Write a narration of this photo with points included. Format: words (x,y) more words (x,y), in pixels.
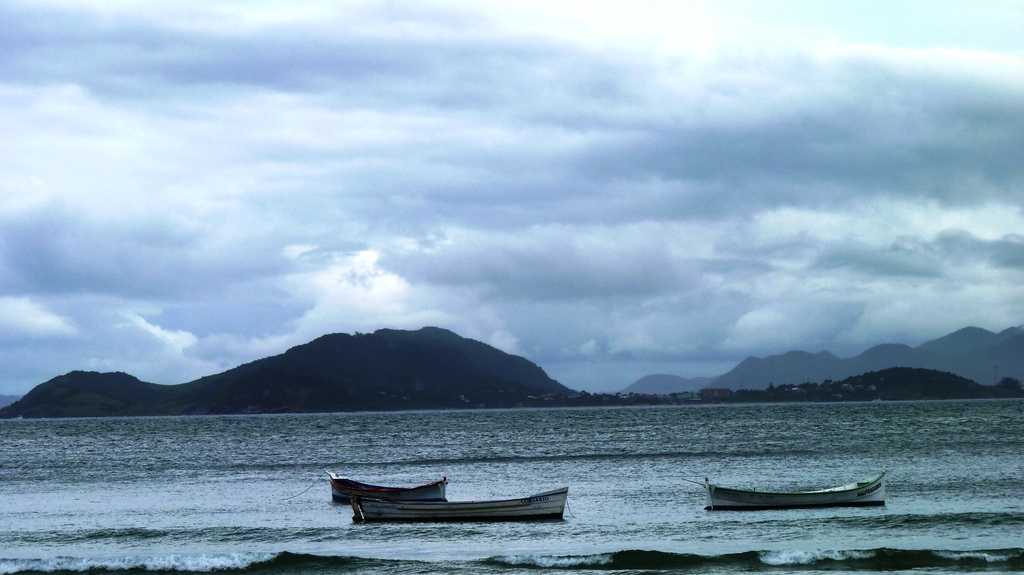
This image is taken in the beach (533,459). There are three boats (471,501) on the surface of the water (605,516). In the background (302,395) there are mountains (822,365) and hills (417,362). There is a cloudy sky (429,177).
